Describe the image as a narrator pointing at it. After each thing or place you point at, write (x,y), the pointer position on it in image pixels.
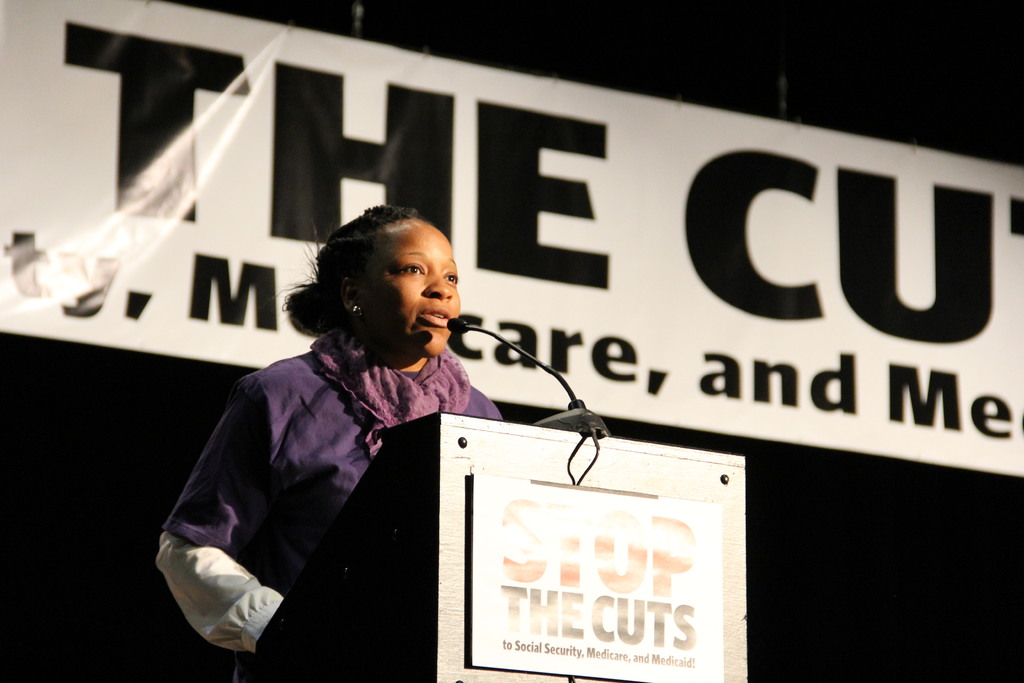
In this picture there is a woman (316,409) standing at the speech desk (407,468) and giving a speech. Behind there is a white and black color banner (627,277).
